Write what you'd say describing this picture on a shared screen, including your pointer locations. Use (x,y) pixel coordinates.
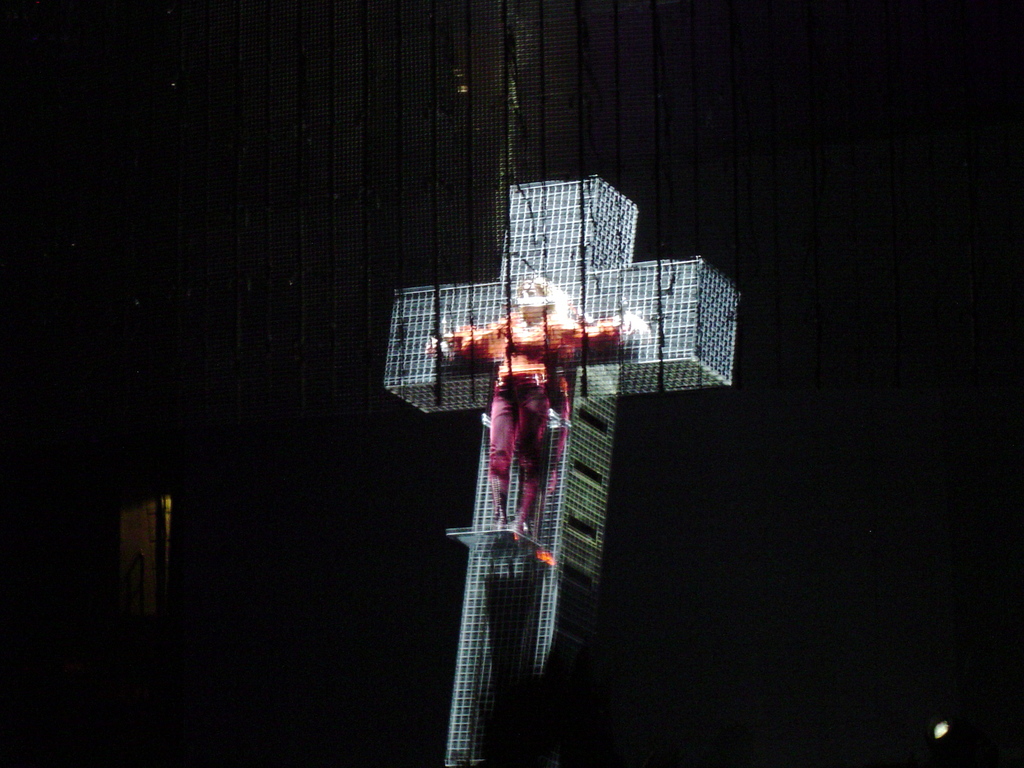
In this image there is a person (474,340) standing on the building (628,359) which is in cross symbol. On the left side of the image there is a door (130,542).
